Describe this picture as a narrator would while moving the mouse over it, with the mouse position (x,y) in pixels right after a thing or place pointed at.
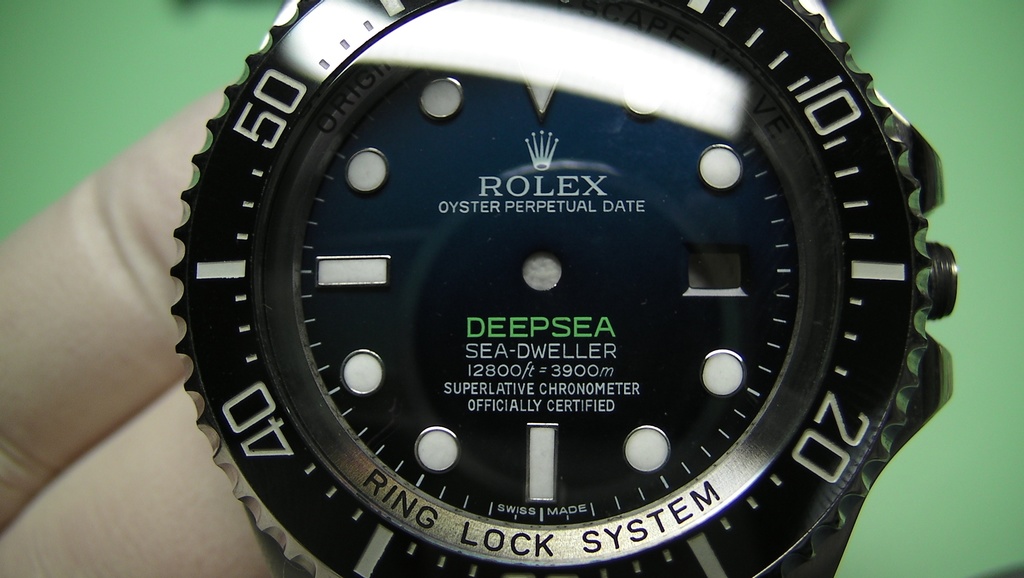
In this picture I can see a black color watch (485,113) in front (654,85) and I see few words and numbers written on it. On the left side of this image (130,270) I see the fingers (145,324) of a person (139,411) and it is green color in the background (961,37).
